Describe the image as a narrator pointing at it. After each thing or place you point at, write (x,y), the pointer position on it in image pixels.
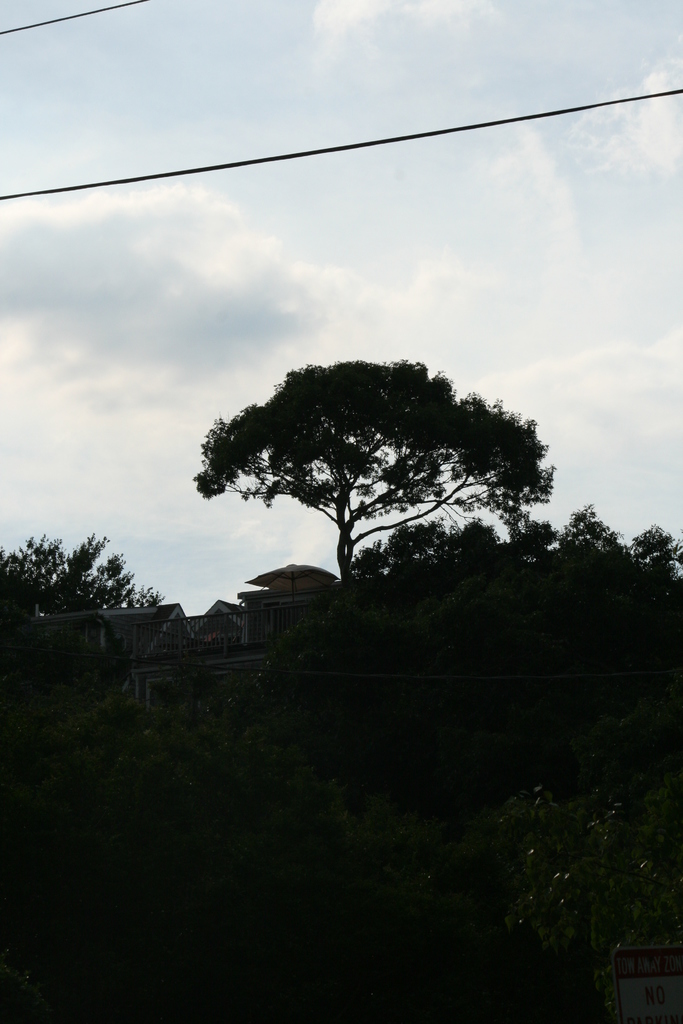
Here, there are some green color plants (364,881) and trees (396,502), there are some homes (201,641), at the top (262,96) there is a sky (301,115) which is cloudy.
